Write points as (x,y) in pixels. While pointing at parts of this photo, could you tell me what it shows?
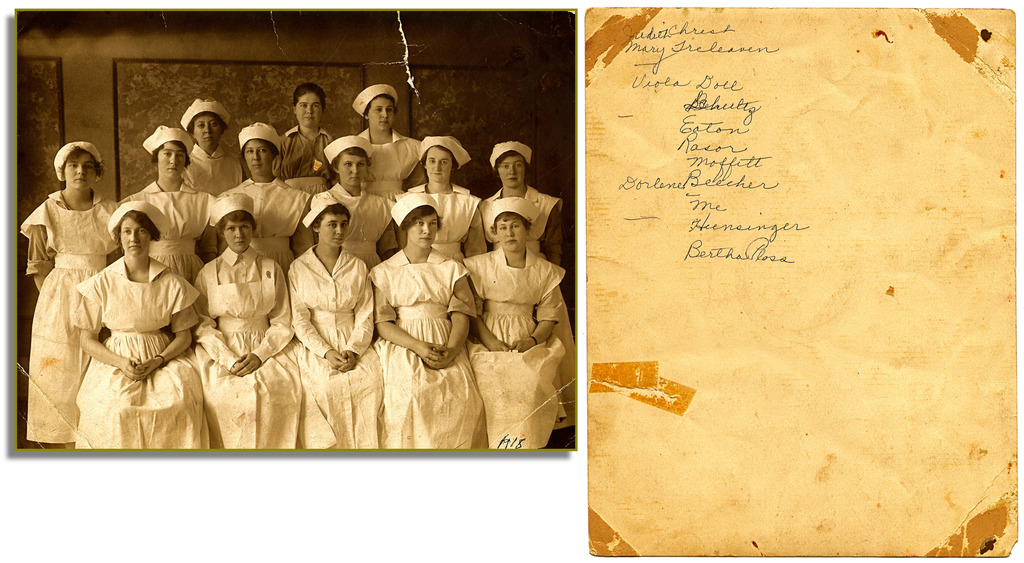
In this image on the right side (788,173), I can see it looks like a board (781,330) with some text (770,226) written on it. On the left side (292,213) I can see a photograph (249,193) in which I can see a group of people (296,290).
